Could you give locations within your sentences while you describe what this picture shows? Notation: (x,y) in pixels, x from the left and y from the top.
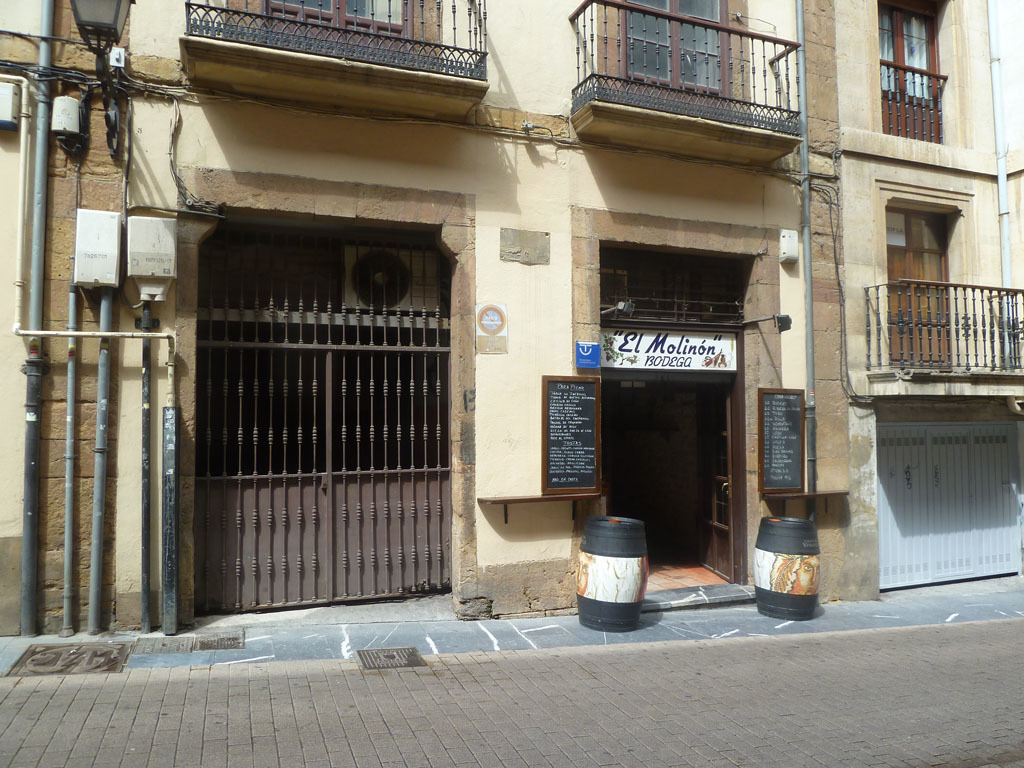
In this image I can see a building (468,342), windows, few boards (734,349), number of wires (66,82), an iron gate (315,457) and on these boards (586,475) I can see something is written. I can also see a light (102,66) over here.
